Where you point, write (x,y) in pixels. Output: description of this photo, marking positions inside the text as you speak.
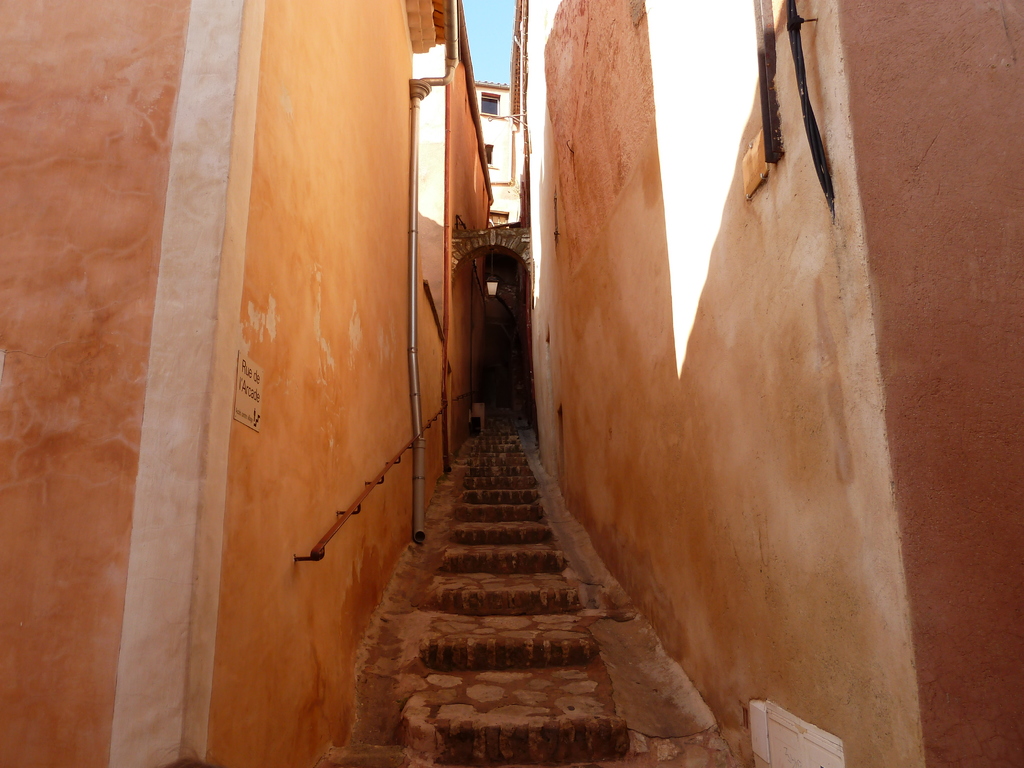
There are steps (523,761). On both sides of the steps (488,465), there are walls (653,355) of the buildings (714,315). In the background (498,89), there is a building (512,106) which is having glass windows (488,102) and there is blue sky (493,68).
